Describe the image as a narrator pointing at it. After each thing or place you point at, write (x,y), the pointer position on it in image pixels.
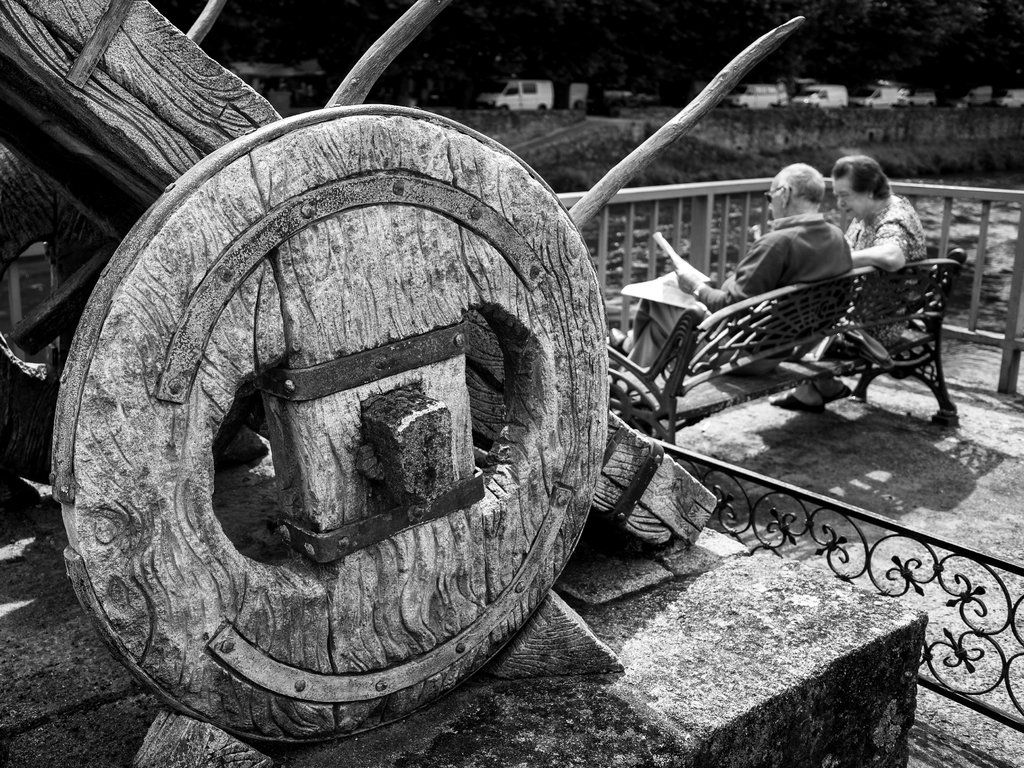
This is the black and white picture of an old man (810,264) and woman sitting on bench (771,334) in front of fence (944,229), in the front (412,253) there is wooden wheel (339,356), over the background (527,82) there are few vehicles (535,99) going on the road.
